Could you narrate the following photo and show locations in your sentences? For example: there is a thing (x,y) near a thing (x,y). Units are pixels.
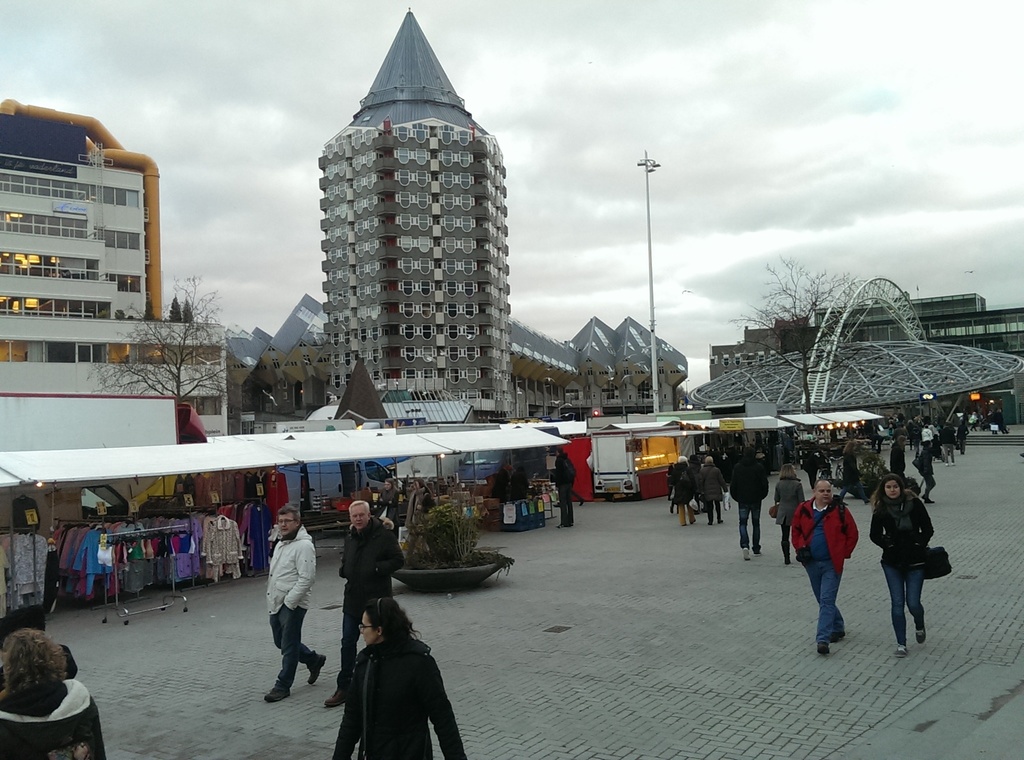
In this image, there are a few people (752,507). We can see the ground (530,696) with some objects (437,547). There are a few buildings (392,291), trees (818,295). We can see an architecture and a pole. We can also see some stairs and the sky (651,146). We can see some stalls (229,547) and also some clothes (220,557) to the hangers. We can see the sky (754,289) with clouds (716,261).
